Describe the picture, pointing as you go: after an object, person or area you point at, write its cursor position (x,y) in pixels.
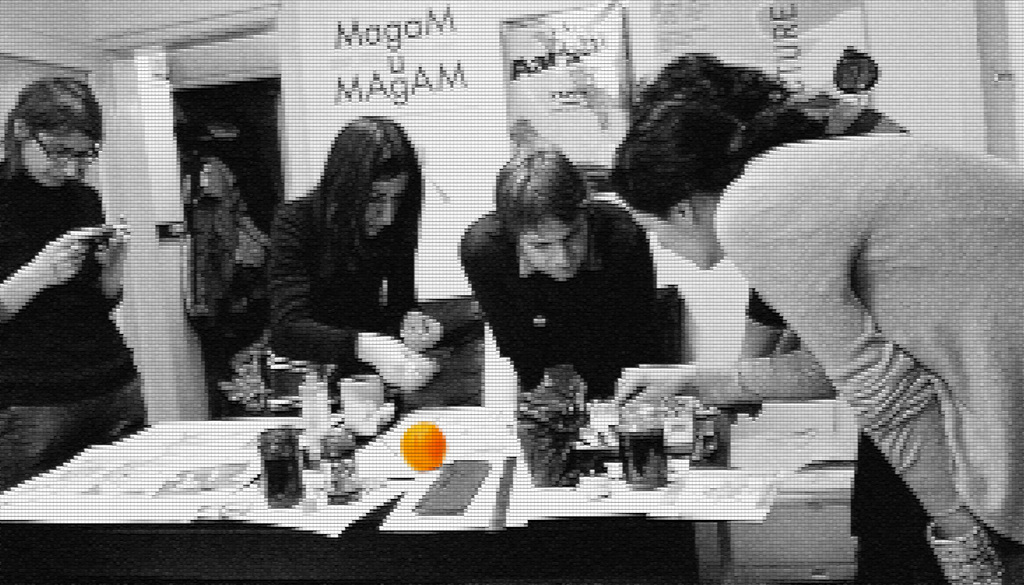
A group of women (616,207) are doing something on a table (221,442).
